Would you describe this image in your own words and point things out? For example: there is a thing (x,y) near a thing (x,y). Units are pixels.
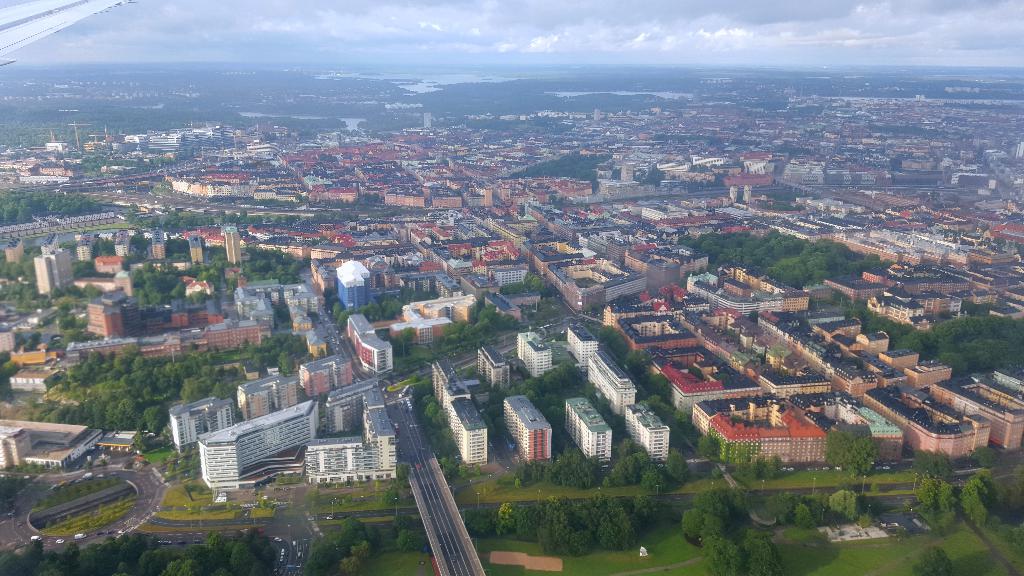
The picture is captured from a plane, there is a big city (524,231) with a lot of buildings (213,344) and greenery (174,358).
